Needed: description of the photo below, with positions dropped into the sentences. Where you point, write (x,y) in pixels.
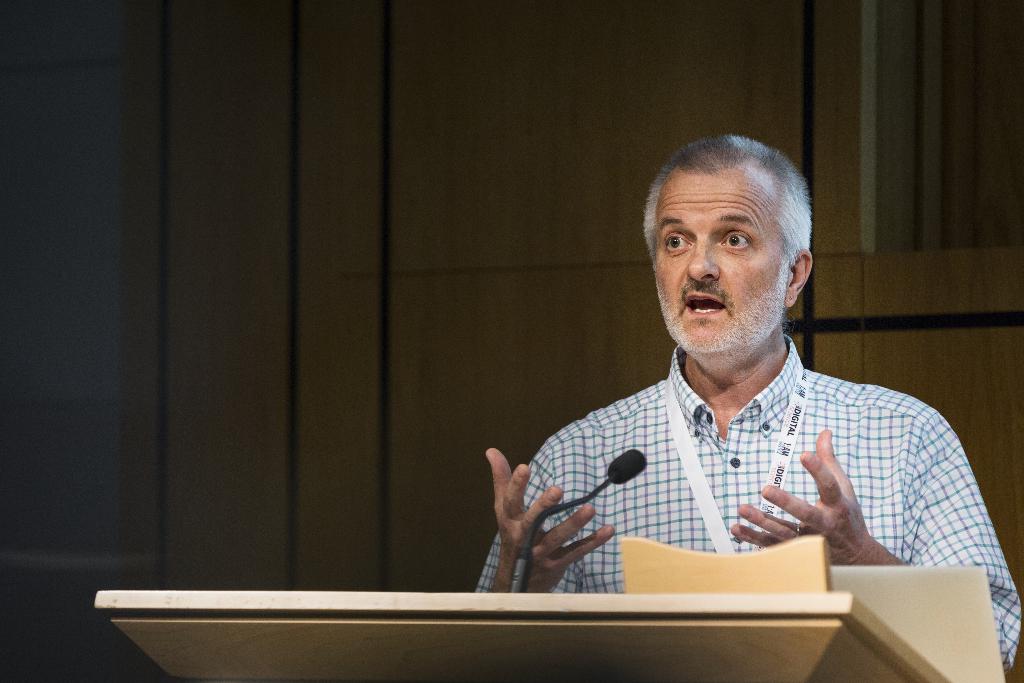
In this image we can see a man (752,346) who is wearing shirt (718,460) and ID tag (693,446). At the bottom of the image (721,632) podium (856,629) and mic (521,566) is there. Background of the image (206,241) wall (400,209) is present.
